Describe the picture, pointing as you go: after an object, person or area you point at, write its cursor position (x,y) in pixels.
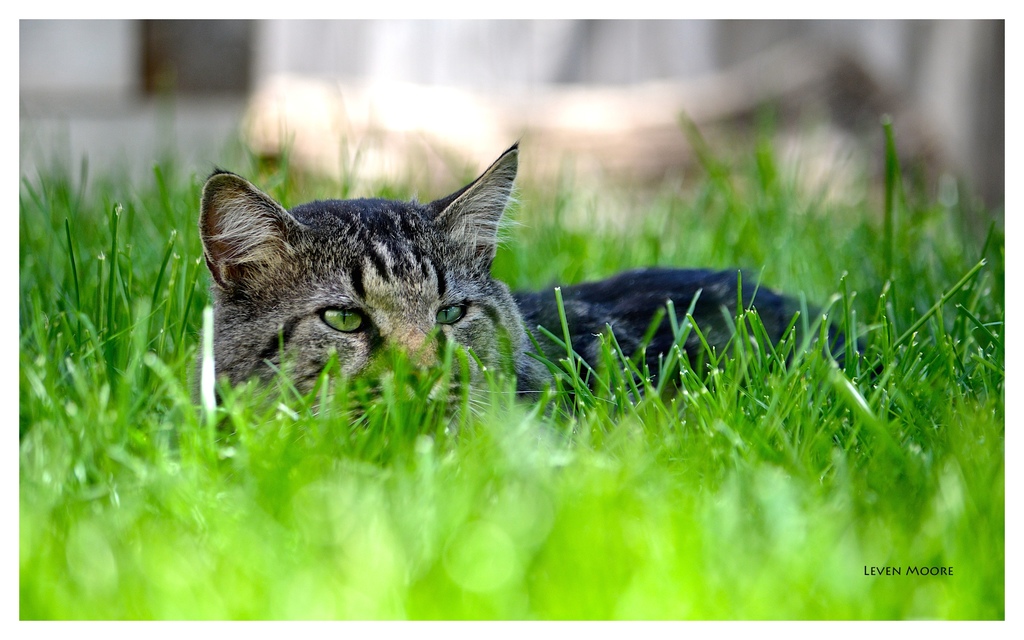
In this image, we can see a cat (555,384) is laying on the grass (160,307). At the top (513,207) and bottom of the image (801,572), we can see a blur view. Right side (926,573) bottom corner, we can see a watermark (899,574) in the image.
